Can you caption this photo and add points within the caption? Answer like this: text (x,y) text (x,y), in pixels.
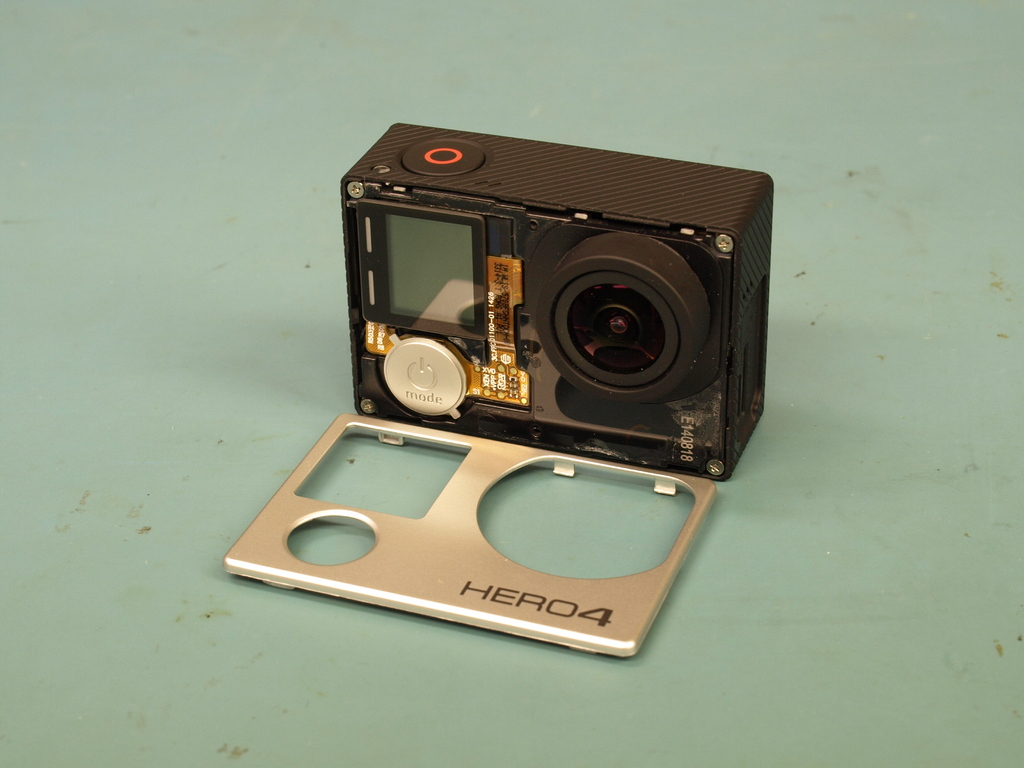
In this image in the center (512,444) there is one camera (581,360), and at the bottom (755,668) there is a table (816,493).
